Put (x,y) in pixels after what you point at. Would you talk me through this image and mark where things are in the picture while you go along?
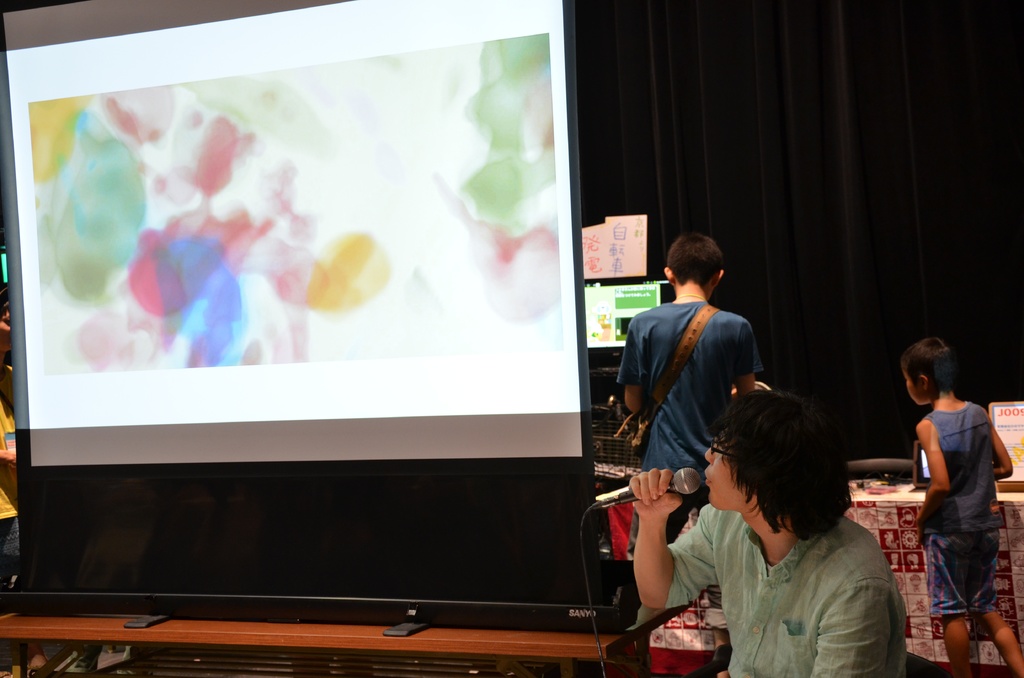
On the right side of the image (727,543) we can see person (771,425) sitting at the screen (524,436). On the left side of the image (197,562) there is a screen (580,413). In the background (689,457) we can see curtain (812,131), persons (694,324), monitor (923,481) and table (849,483).
